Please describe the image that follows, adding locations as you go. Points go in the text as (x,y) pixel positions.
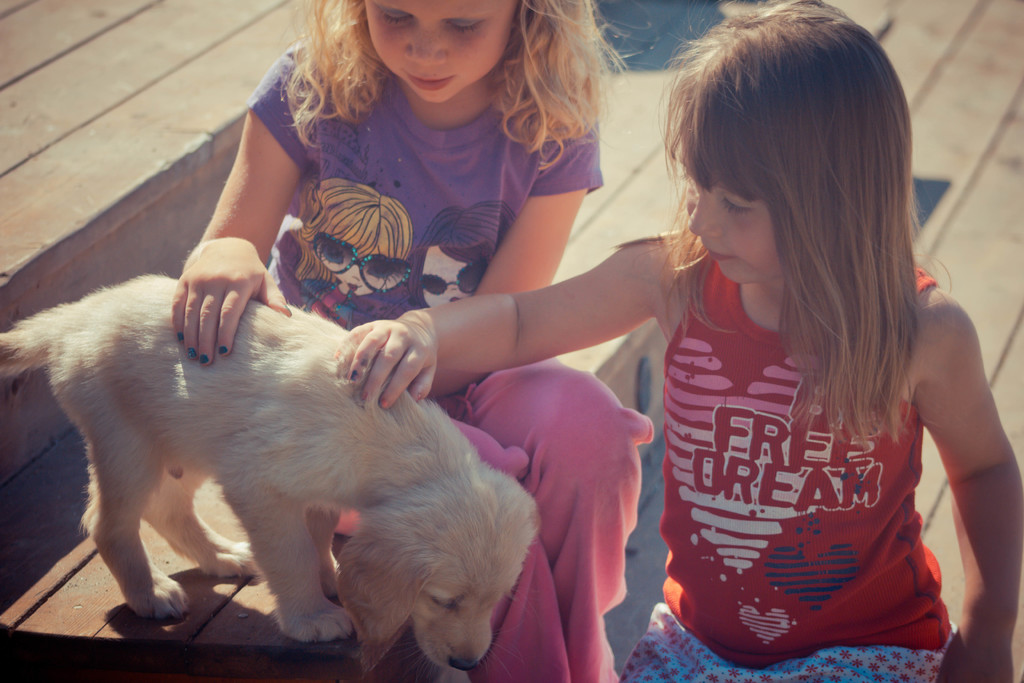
There are two girls (443,320) sitting on the steps (164,229) playing with a puppy (281,486) in this picture.
